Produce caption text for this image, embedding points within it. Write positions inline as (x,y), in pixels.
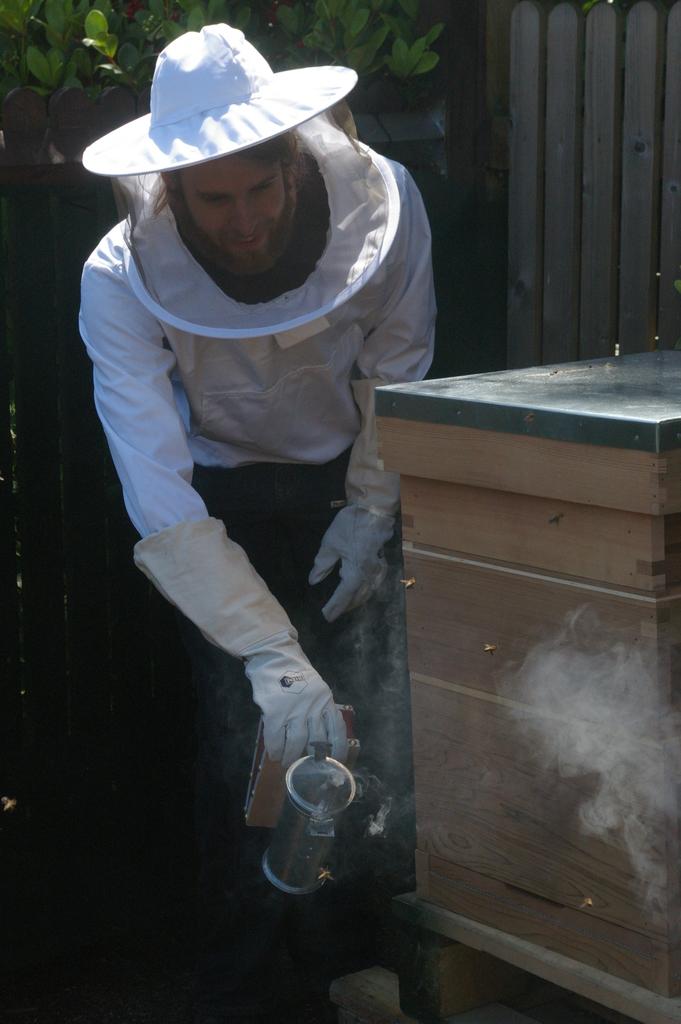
The man (125,442) in a white shirt (222,388) who is wearing a white hat (183,157) is holding something in his hands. He is even wearing gloves (256,646). I think he is spraying smoke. In front of him, we see a wooden beehive (598,624). On the right side (561,257), we see a wooden fence (564,202). There are trees (80,74) in the background (49,74).
